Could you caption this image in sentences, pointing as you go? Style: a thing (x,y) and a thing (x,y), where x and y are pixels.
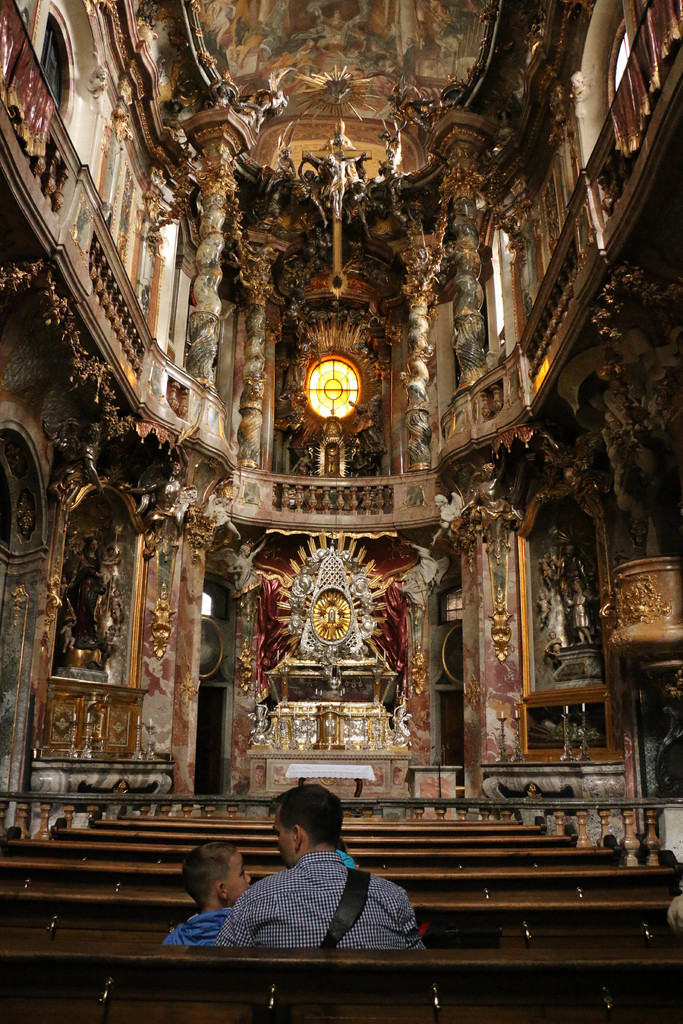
In this image we can see there is an inside view of the building (441,226), And there are persons (360,891) sitting on the bench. And there are statues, windows (327,410), the railing (322,483) and the ceiling (495,4).
